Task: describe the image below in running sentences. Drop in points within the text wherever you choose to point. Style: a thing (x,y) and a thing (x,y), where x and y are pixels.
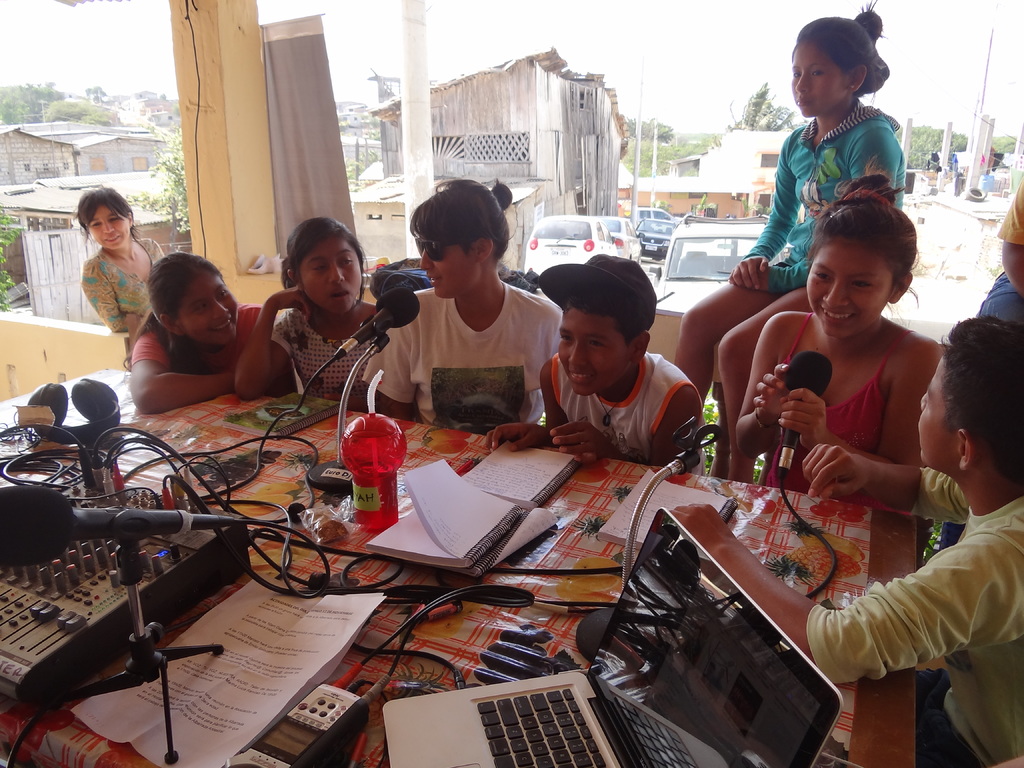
In this image on the foreground (577,480) there is a table (578,597). On the table (590,475) there are books (495,481), papers (279,643), cables (401,653), laptops (578,708), mics (51,550) and few things (50,595) are there. Around the table (266,500) few people (537,316) are sitting. Here a lady (776,205) is sitting on the wall (681,313). In the background (664,179) there are buildings (679,172), trees (179,205), vehicles (654,225), poles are there.
